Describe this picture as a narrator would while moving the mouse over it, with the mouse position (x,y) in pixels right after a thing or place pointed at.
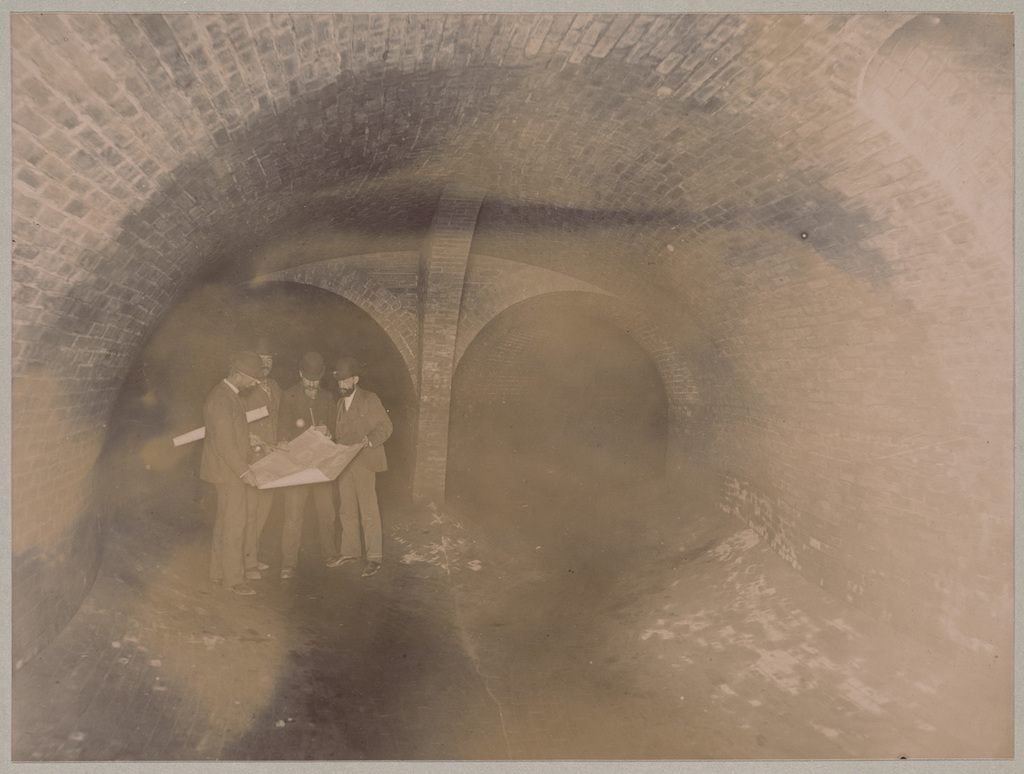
In this image we can see a tunnel (782,214) and also the people (277,418) standing on the path (343,609) and holding a chart (290,454). The image has borders (1006,12).
